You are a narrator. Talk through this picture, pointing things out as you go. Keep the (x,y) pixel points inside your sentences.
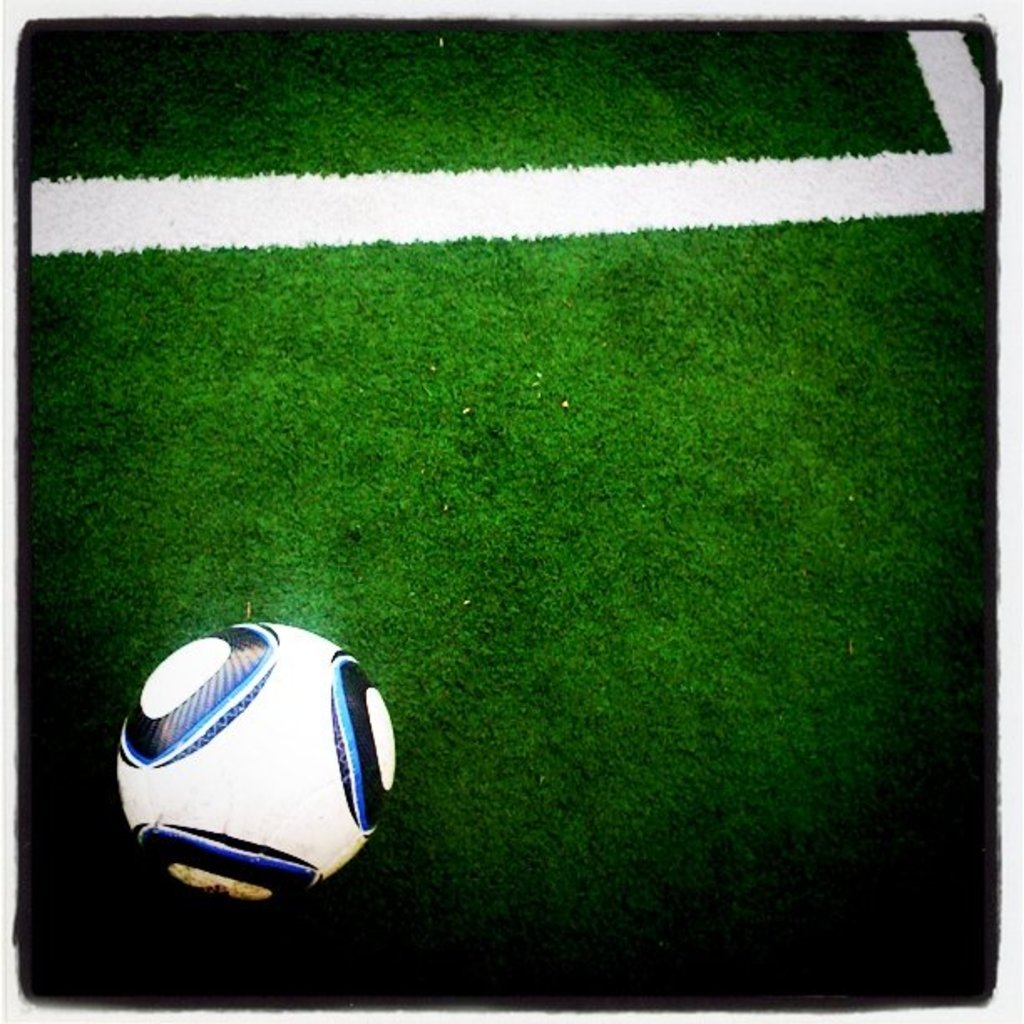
In this image, we can see the green grass (360,380) and there is a football (216,815) on the grass (55,703).
